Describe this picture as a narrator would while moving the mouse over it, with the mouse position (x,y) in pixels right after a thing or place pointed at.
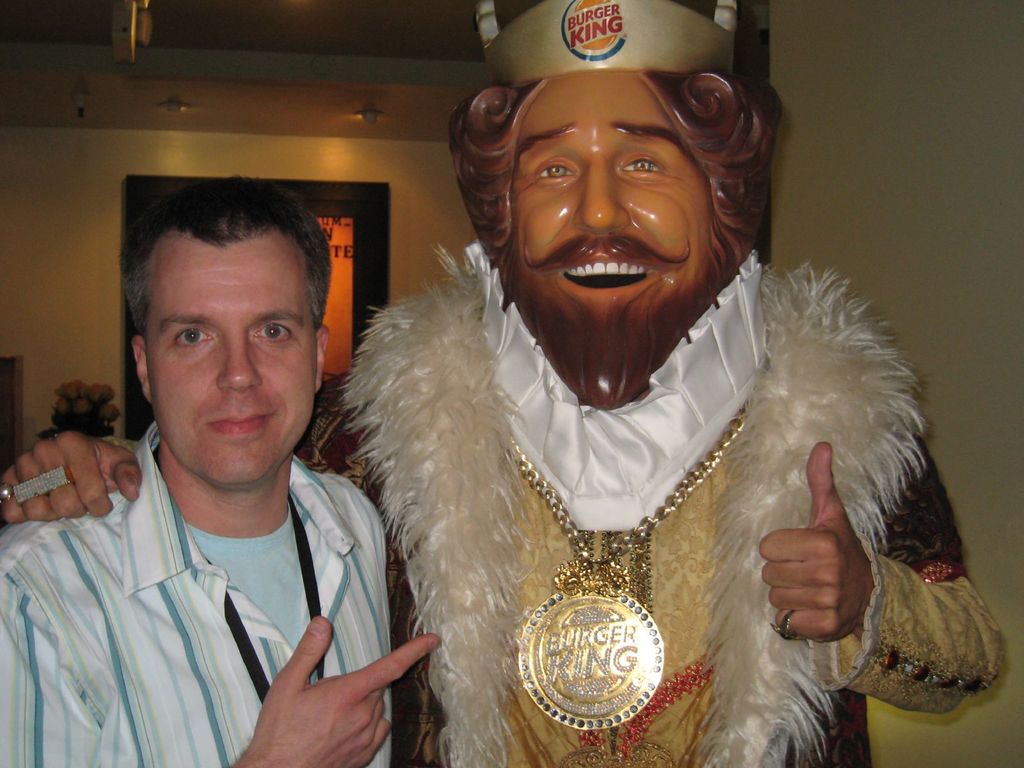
In this image, we can see two persons (401,577) standing and one person (580,411) is wearing a mask (725,191) on the face (547,129), in the background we can see a wall (360,141) and a poster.
